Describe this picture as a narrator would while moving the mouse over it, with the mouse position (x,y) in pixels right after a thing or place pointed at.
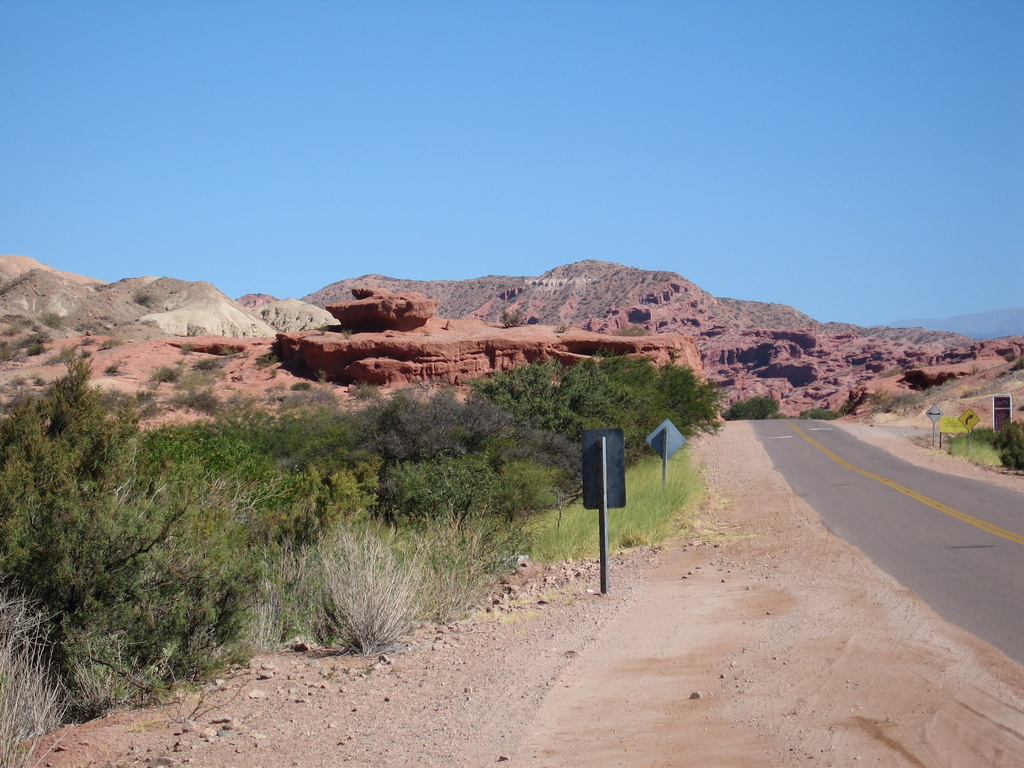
This is a road (1000,629) and there are boards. Here we can see plants (391,507), grass (567,523), and mountain (176,314). In the background (46,211) there is sky (580,241).
